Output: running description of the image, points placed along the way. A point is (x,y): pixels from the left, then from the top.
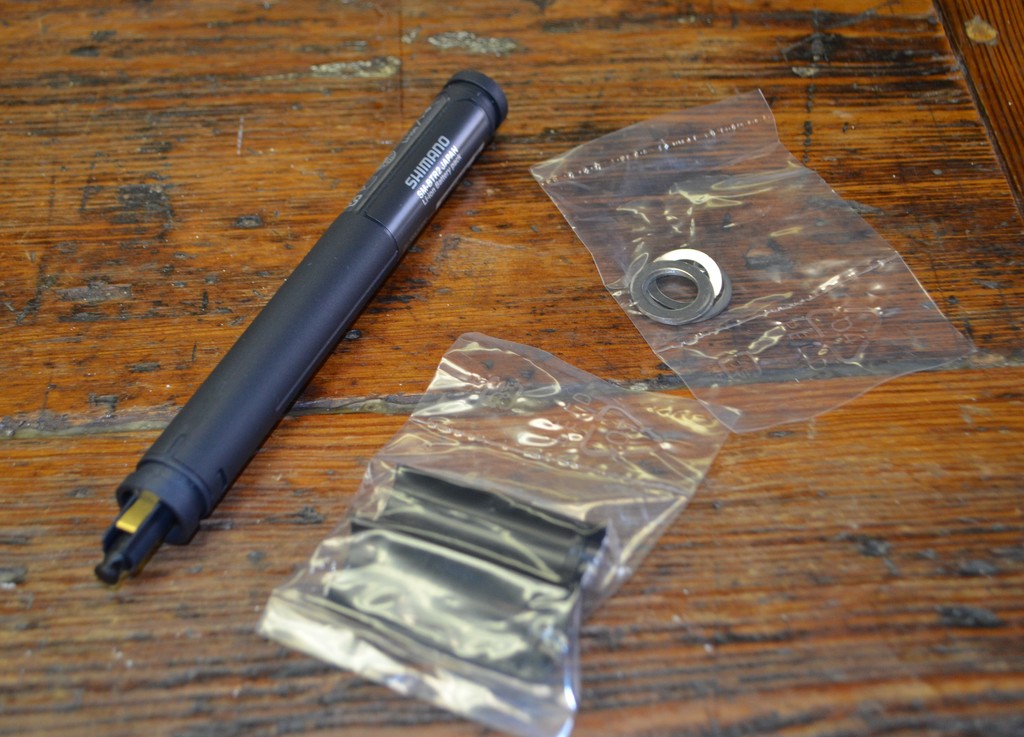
In this image I can see a battery (348,269) and two cover packets (686,236) are placed on a table (840,608). In the cover packets (573,483) I can see some metal objects (498,513).
